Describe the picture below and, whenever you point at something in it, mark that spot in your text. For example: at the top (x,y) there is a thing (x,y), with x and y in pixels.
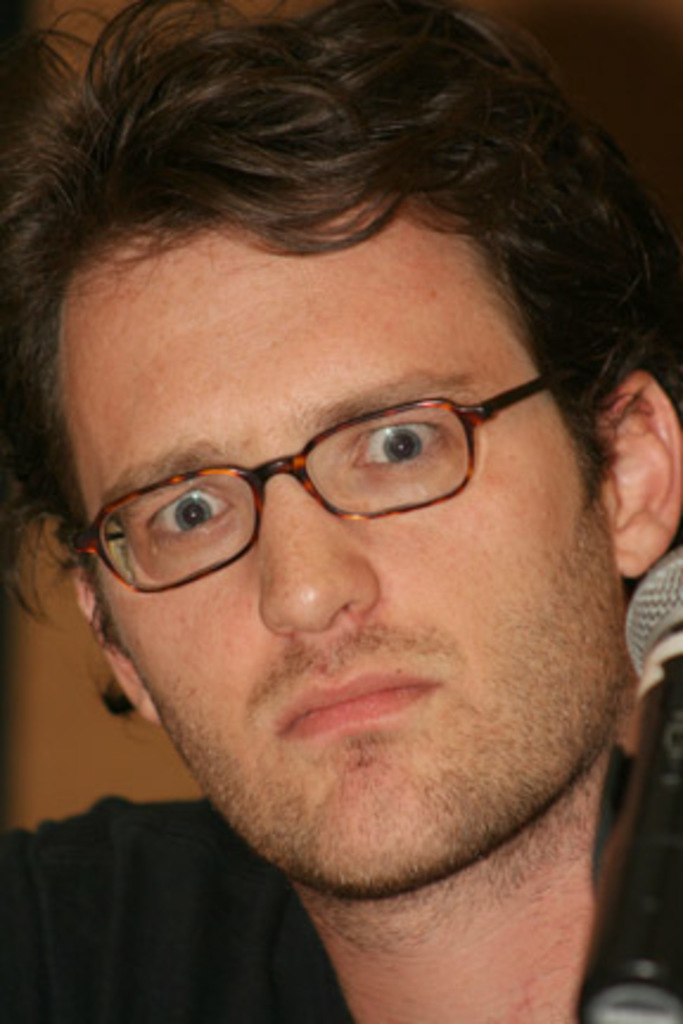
In this picture we can see a mic (624,801), man (512,435) wore a spectacle (138,546) and in the background (604,1) we can see the wall (623,53).
